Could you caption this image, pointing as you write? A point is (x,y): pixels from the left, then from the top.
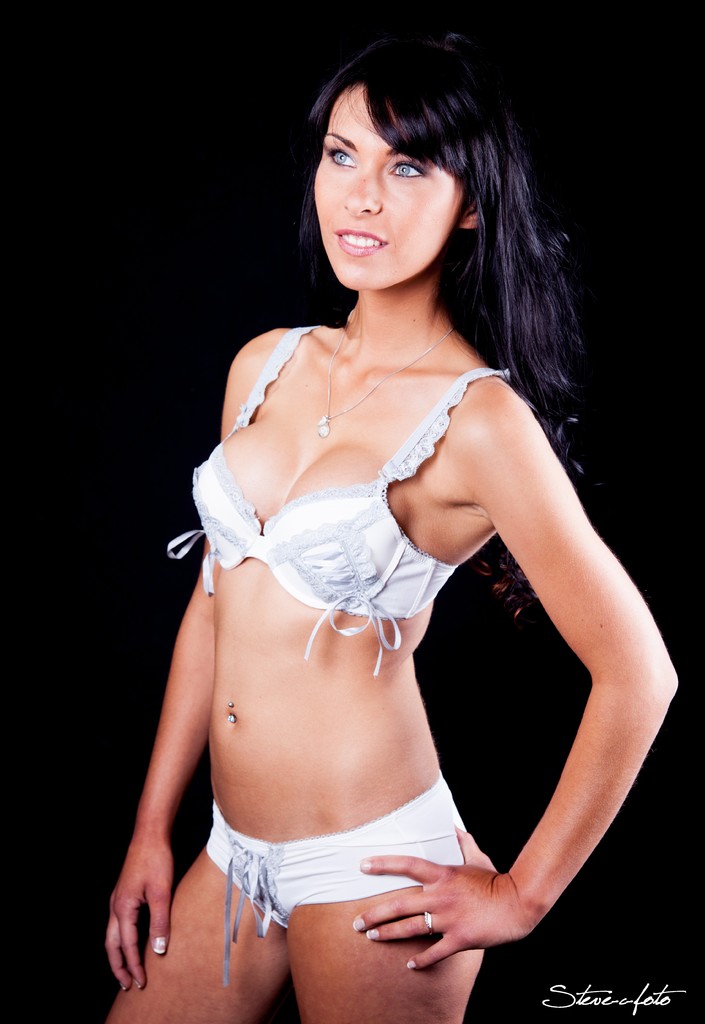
In this picture I can see a woman (219,471) standing, there is dark background (653,969) and there is a watermark (554,1007) on the image.
